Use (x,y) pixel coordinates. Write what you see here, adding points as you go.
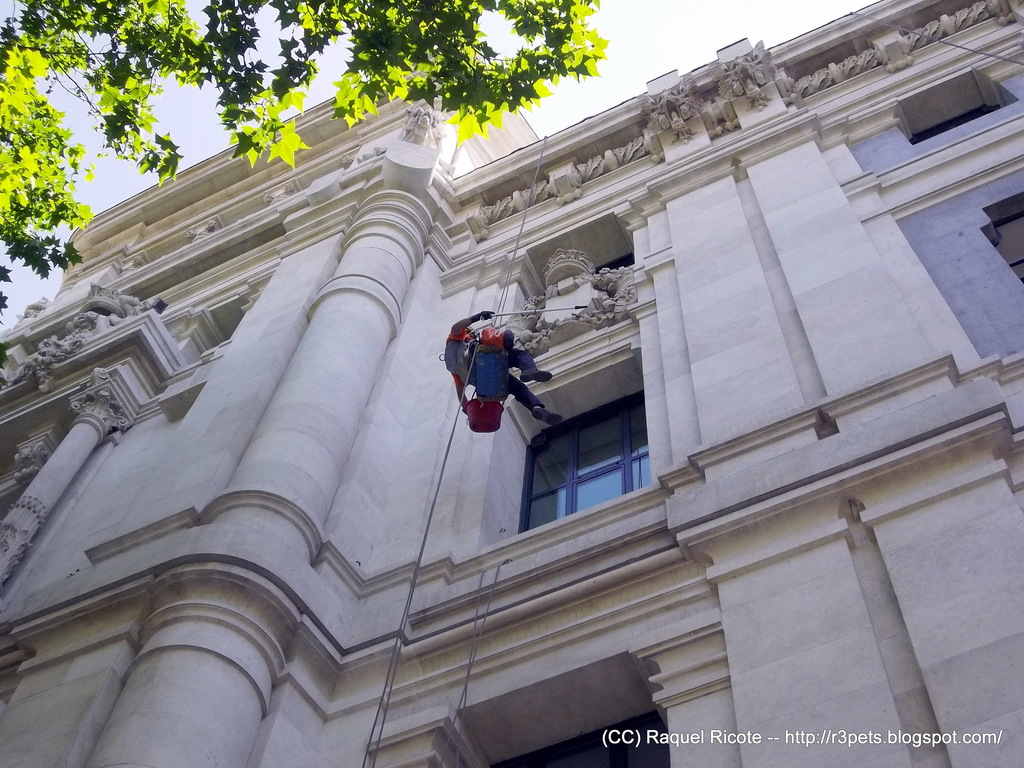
In this image I can see a building (375,503), windows (605,479) and a person (507,377) is climbing on it. At the top (317,89) I can see a tree (222,78) and the sky (681,26). This image is taken during a day.
